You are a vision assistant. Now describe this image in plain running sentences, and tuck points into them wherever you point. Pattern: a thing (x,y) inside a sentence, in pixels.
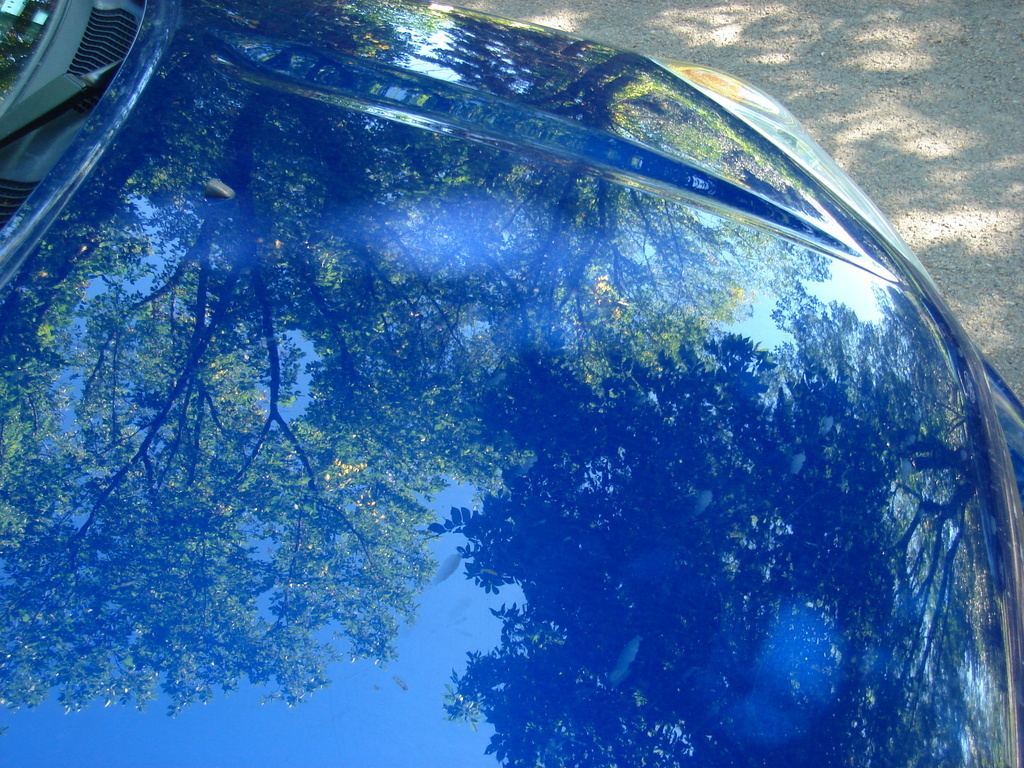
In the center of the image (497,337) we can see a front part (435,389) of a car (261,428). At the top right corner (818,81) road (801,104) is there.
